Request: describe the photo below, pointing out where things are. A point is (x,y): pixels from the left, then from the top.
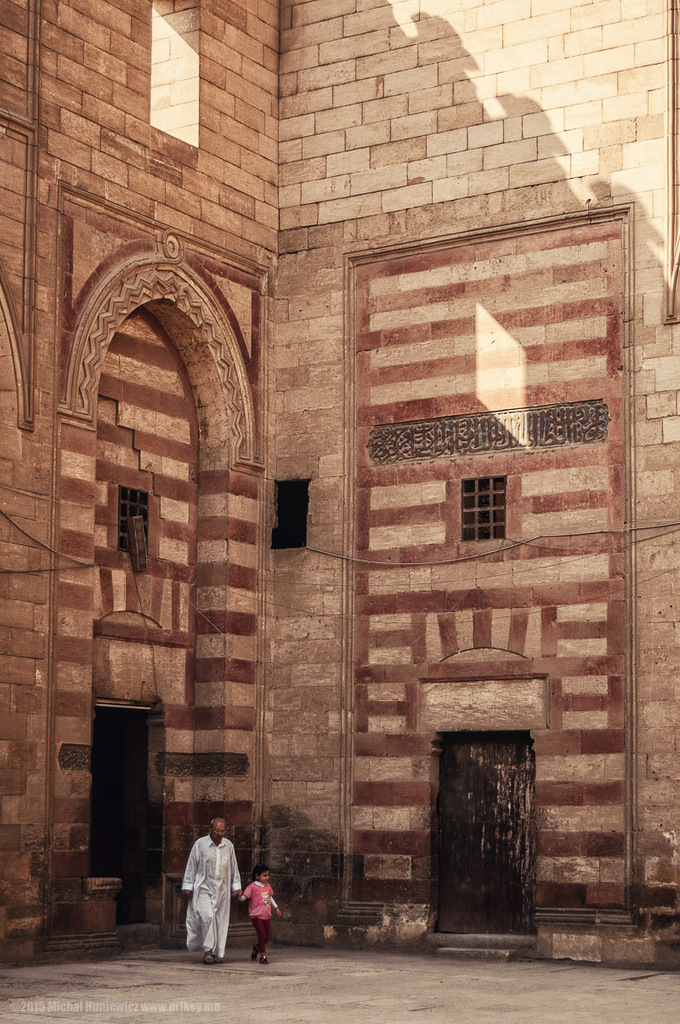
In this image there is an old man (196,894) walking on the floor (225,965) along with the kid (258,905). In the background (289,519) there is a building (298,534). On the right side (467,792) bottom there is a door (459,813).
